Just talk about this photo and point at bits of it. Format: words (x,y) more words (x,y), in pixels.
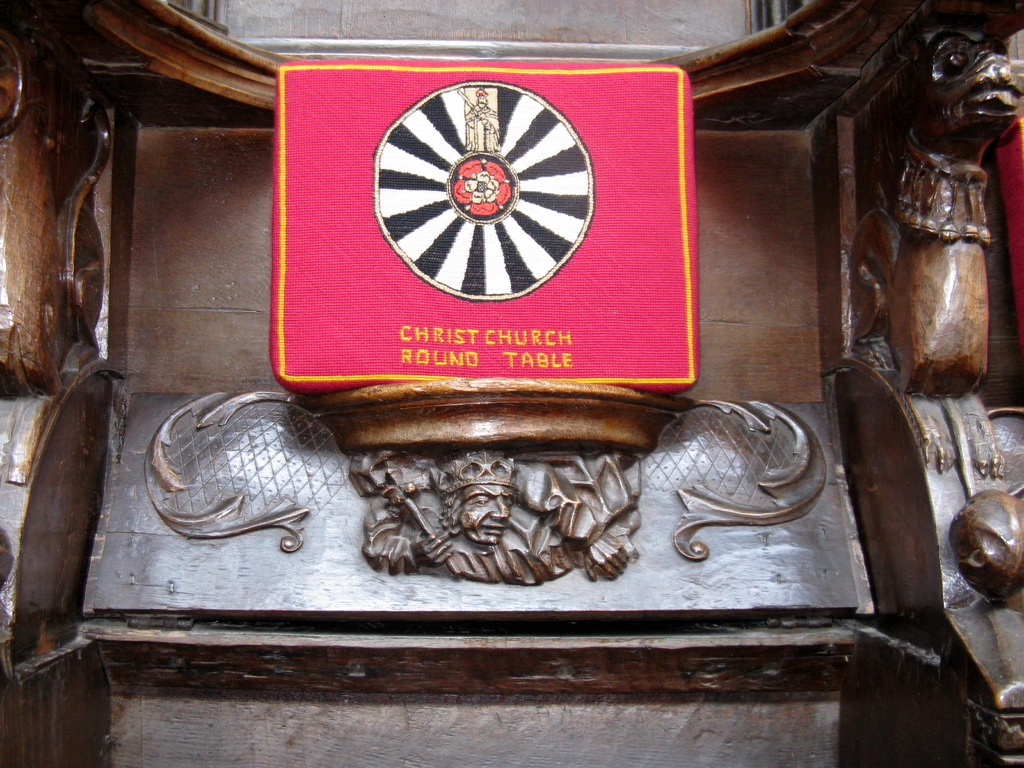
In the image there are some carvings (19,364) on a wooden object (137,389).
